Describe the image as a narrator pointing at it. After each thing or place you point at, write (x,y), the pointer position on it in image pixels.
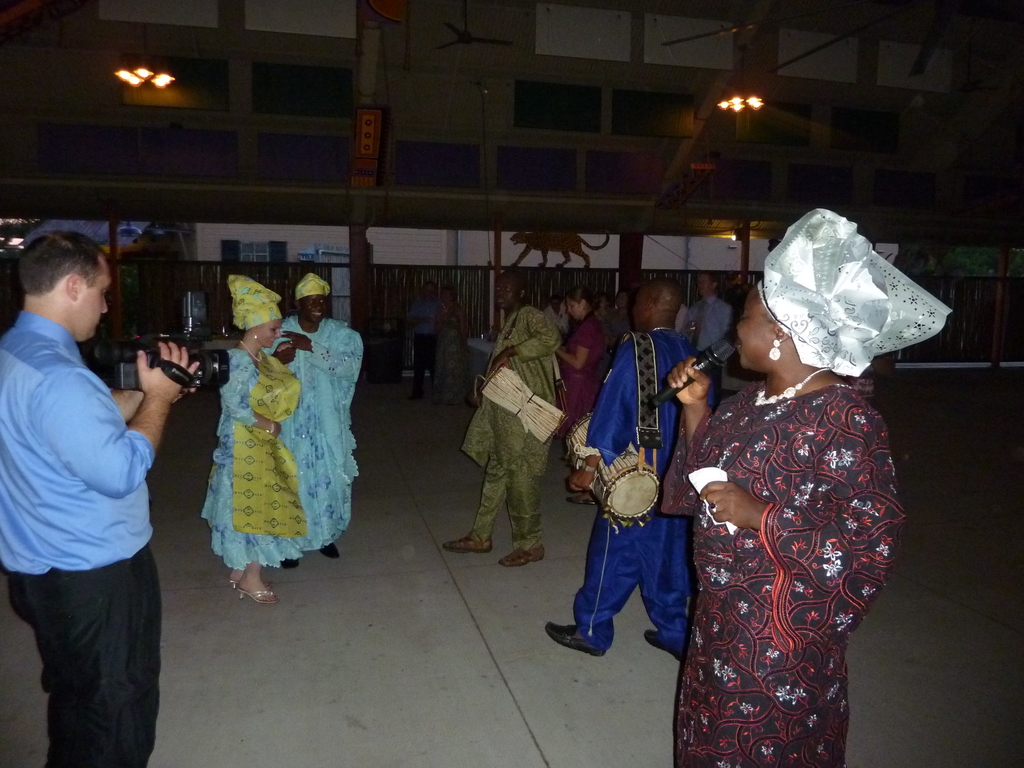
In this image I see few people (706,764) who are on the path (980,692), in which this woman (784,732) is holding the mic (737,346) and these 2 men (653,409) are holding the drums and this guy (20,453) is holding the camera (222,354). In the background (29,54) I see the building (56,56) and the lights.
